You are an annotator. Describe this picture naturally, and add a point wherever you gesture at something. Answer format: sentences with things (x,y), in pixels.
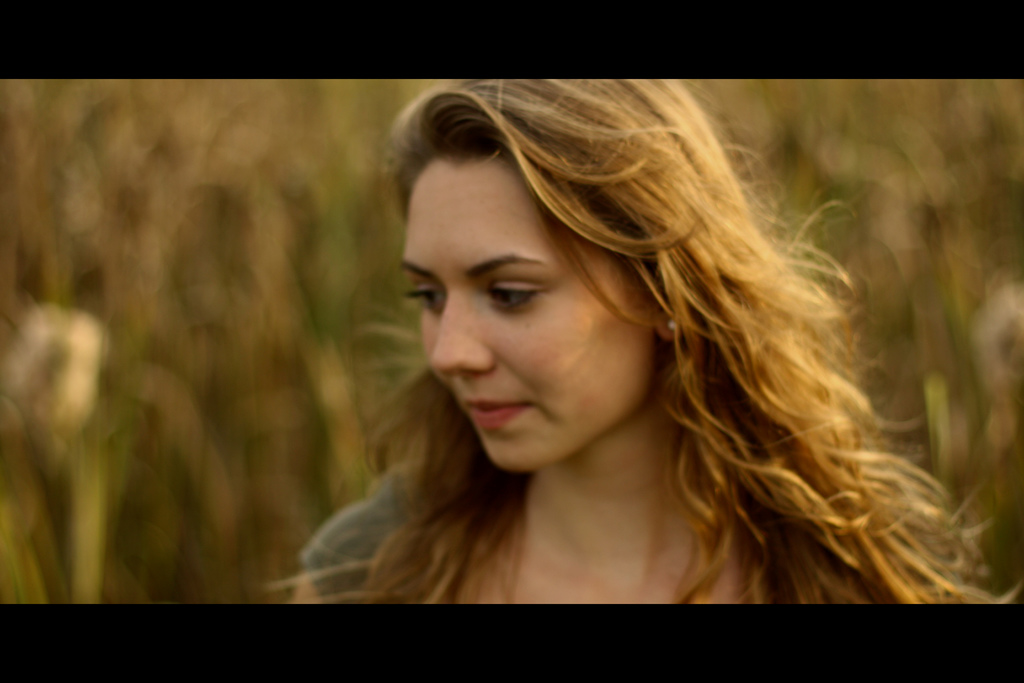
There is one woman (674,406) present in the middle of this image (490,307). We can see greenery (204,305) in the background (860,326). There is a black color border (491,52) at the top of this image (544,48) and at the bottom of this image (491,638) as well.
